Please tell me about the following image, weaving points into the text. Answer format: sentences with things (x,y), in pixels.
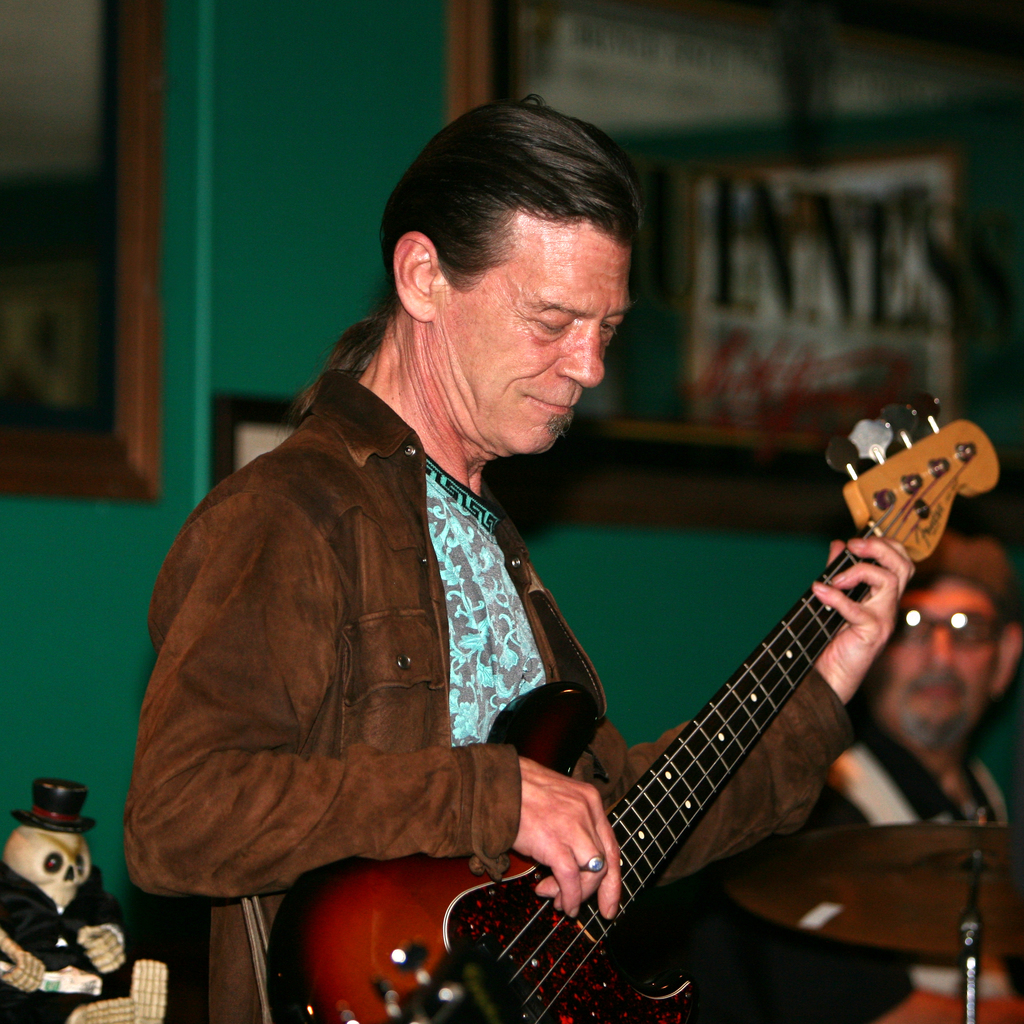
In this picture i could see a person (418,722) holding a guitar (565,941) having a jacket (398,730). In the right corner (901,712) there is person (925,757) sitting and in front of him there are drums (931,907). In the background (227,183) there is green colored wall (216,191) and the picture frames (702,86) hanging on the wall (256,183) and in the left corner (12,877) there is a toy (58,936).
